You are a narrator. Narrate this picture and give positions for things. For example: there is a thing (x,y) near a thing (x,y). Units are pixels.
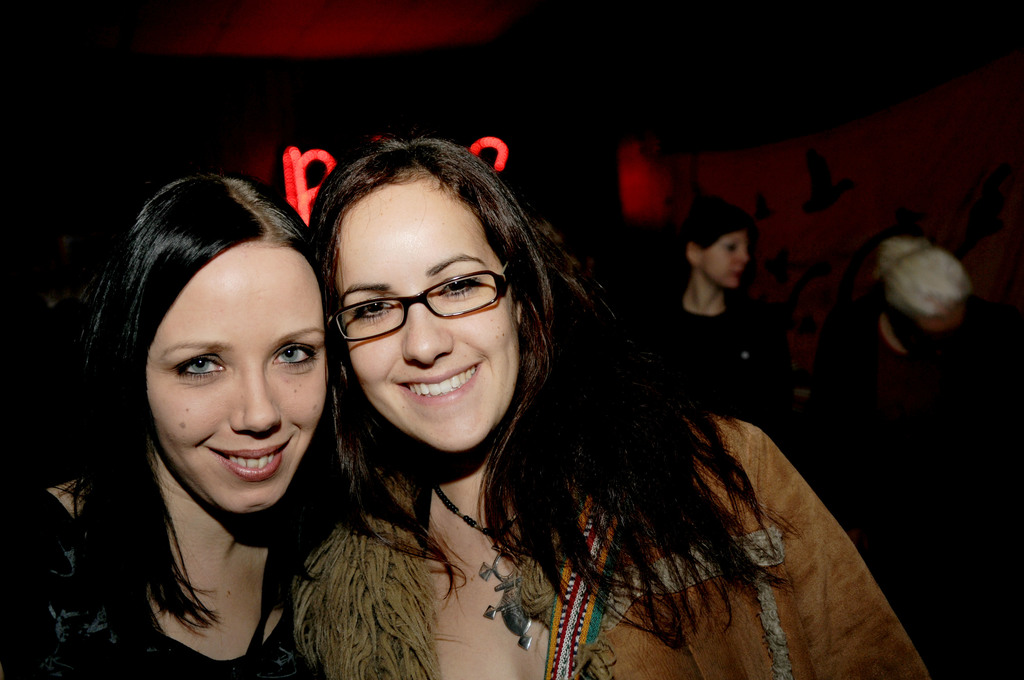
In this image I can see two women (427,438) wearing black and brown colored dress (749,606) are smiling. In the background (706,233) I can see few other persons (730,322) and the dark background (524,143).
